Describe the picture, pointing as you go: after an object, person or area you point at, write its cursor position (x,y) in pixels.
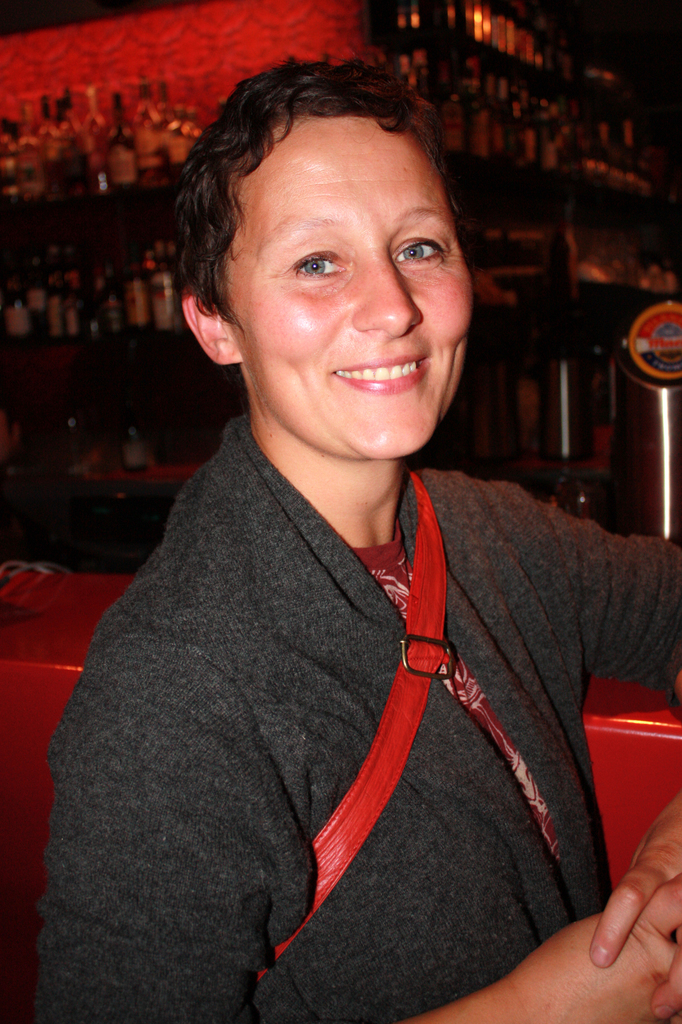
In the image we can see there is a person (329,630) and behind there are wine bottles (166,148) kept in the racks (591,100). Background of the image (566,44) is little dark.
